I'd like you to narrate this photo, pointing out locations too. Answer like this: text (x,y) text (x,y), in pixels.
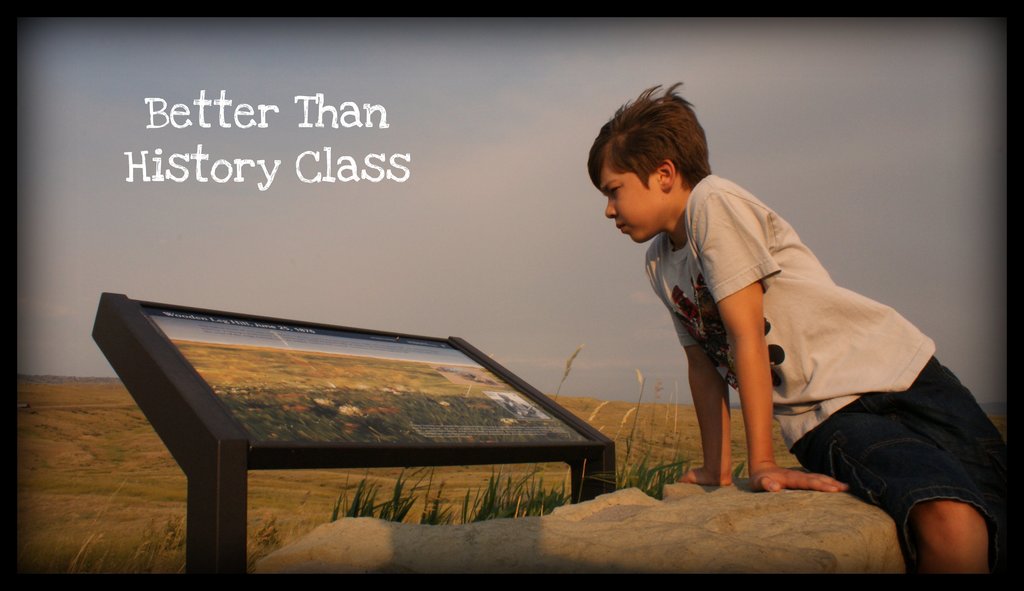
In this image I can see a person (705,335) sitting. The person (836,447) is wearing gray shirt (810,318), black color short (884,439). In front (479,373) I can see a screen (220,400), grass (509,491) in green color. Background (402,87) sky (476,85) is in gray and white color.
